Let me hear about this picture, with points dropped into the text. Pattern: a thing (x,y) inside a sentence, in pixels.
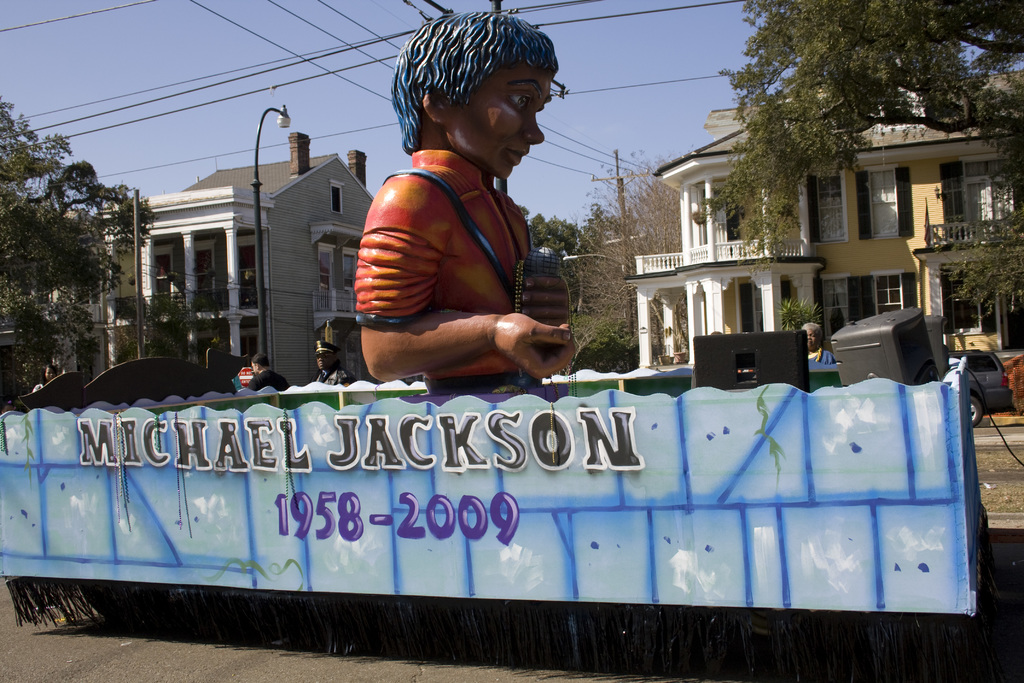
In this image we can see the statue (471,171) and wall (464,479) with text (538,459) and numbers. And at the back (167,240) there are buildings (157,253) and speakers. There are trees (613,248), street light (259,123), pole (256,240), current pole (626,227) and the sky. And there are people (323,353) standing on the road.
